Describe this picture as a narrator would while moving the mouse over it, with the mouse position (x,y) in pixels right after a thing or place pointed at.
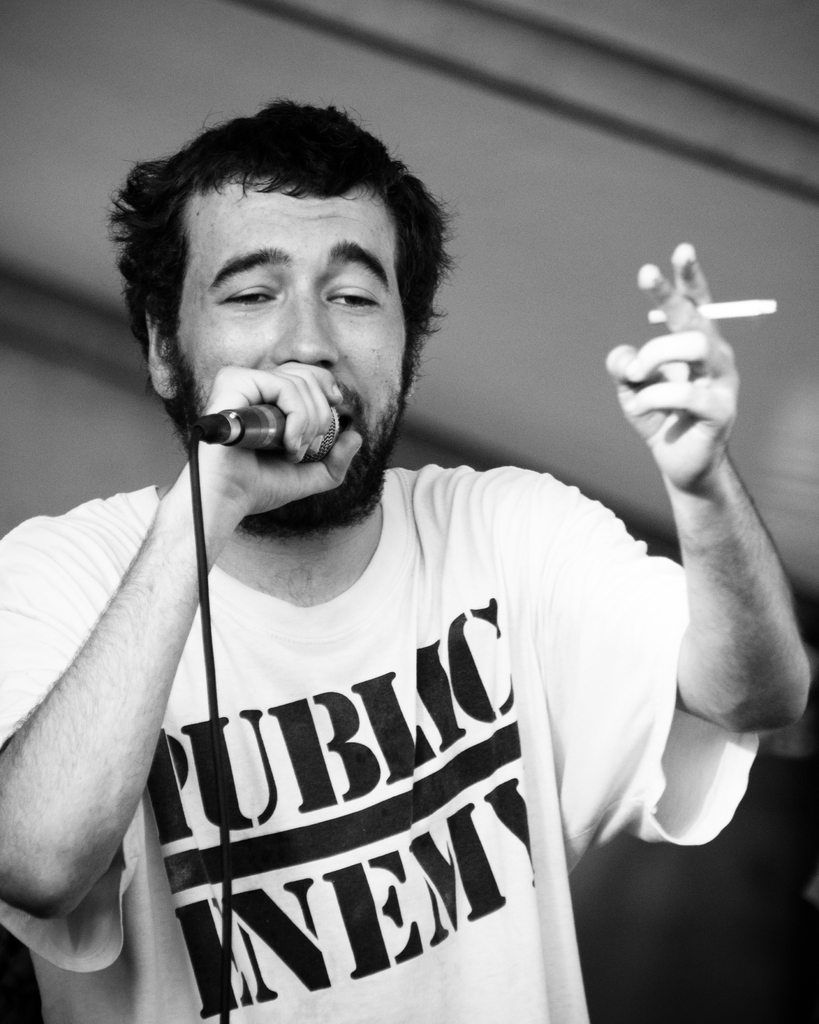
In this picture we can see a person (302,365) holding a mic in his right hand (273,461) and a cigar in his left hand (672,316).
